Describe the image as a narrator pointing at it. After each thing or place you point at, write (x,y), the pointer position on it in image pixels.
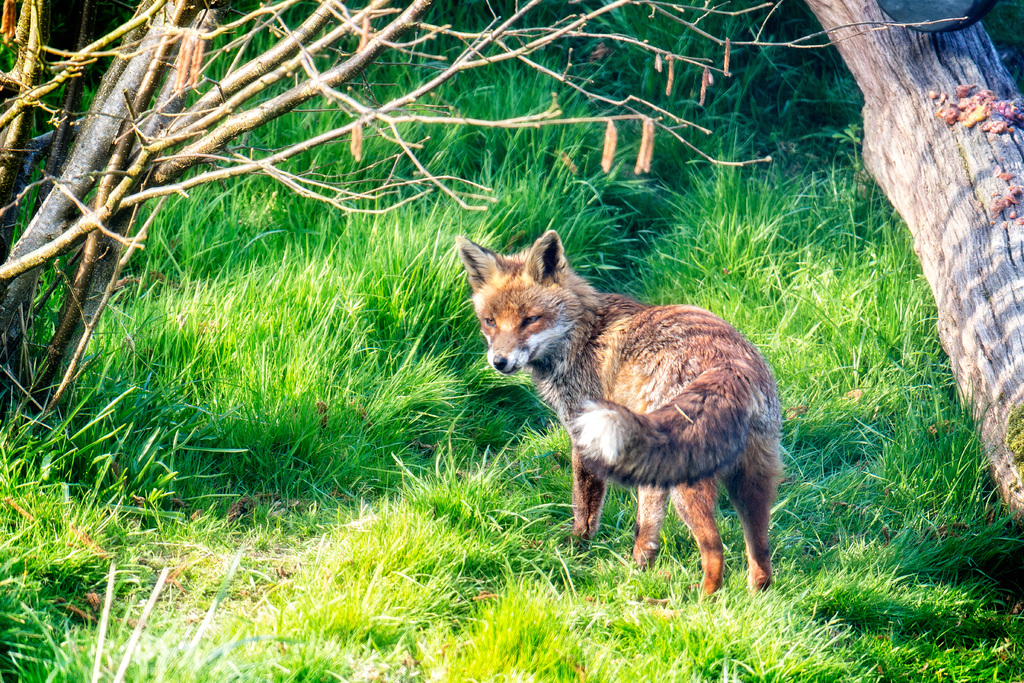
There is an animal (766,531) on the grass (737,529) on the ground (689,601). On the left side (50,363), there are trees (76,100). On the right side (988,304), there is a tree (945,86). In the background (780,59), there are plants (765,50) and grass (741,123) on the ground (741,123).
